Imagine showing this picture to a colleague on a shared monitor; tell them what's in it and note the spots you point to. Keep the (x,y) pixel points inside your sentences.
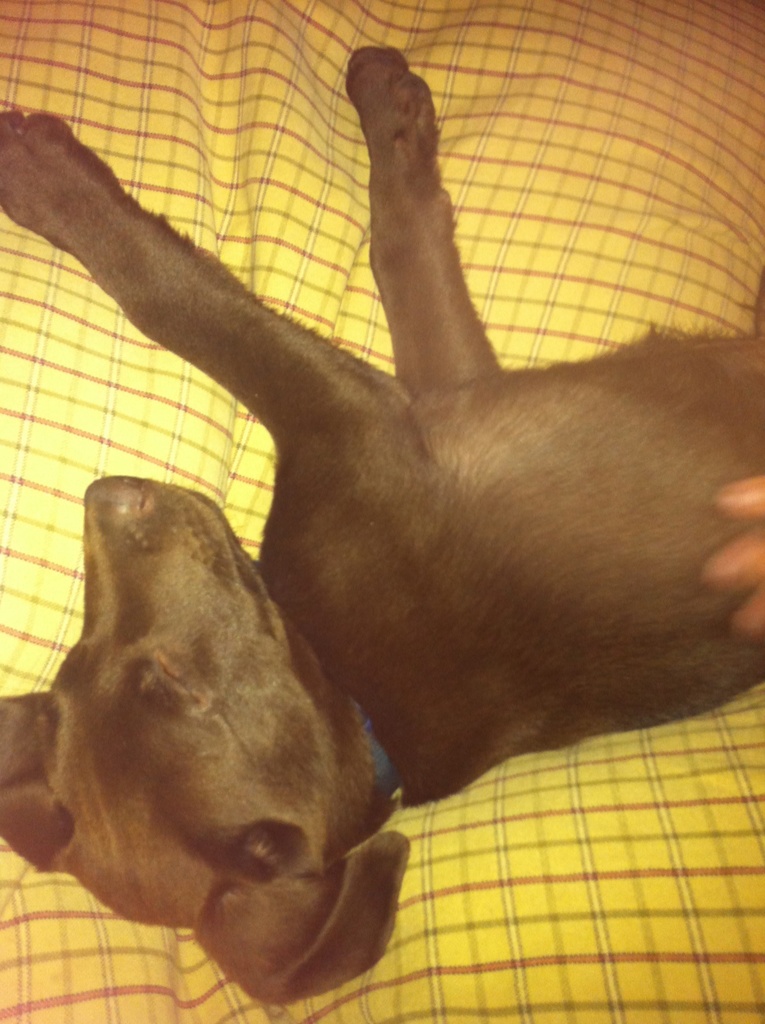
There is a brown color dog (419,625) sleeping on a yellow color cloth (182,365).
